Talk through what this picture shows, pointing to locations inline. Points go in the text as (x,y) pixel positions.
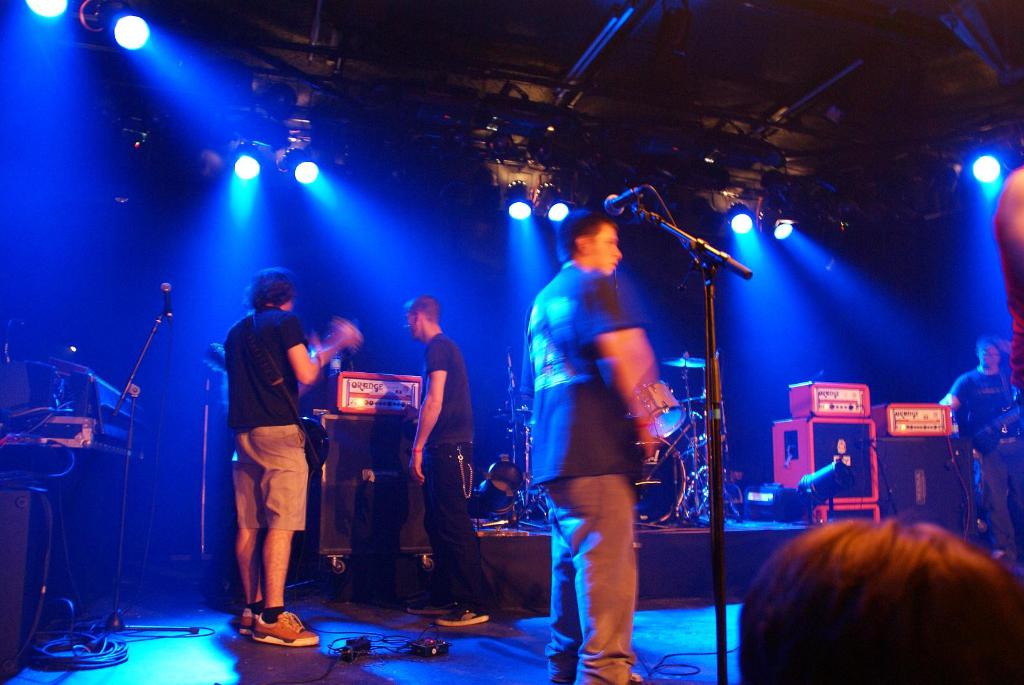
In the picture i can see some group of persons (263,430) standing and playing musical instruments (318,427) there are some sound boxes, microphones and top of the picture (492,154) there are some lights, roof (585,95).
